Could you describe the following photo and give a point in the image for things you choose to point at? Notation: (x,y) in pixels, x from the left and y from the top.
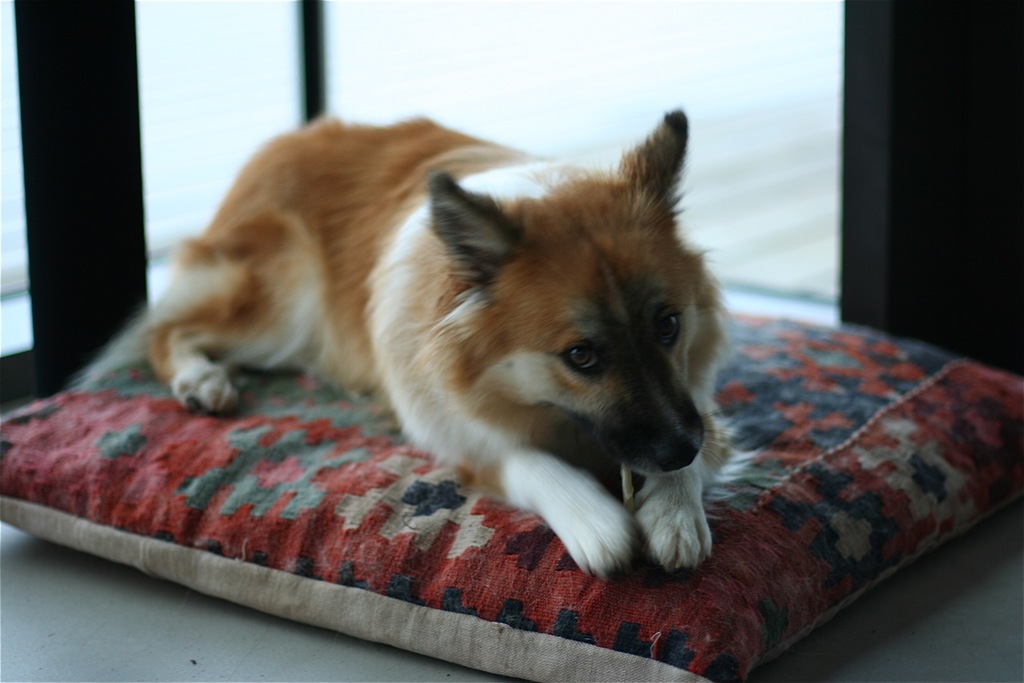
This is a dog (258,355) sitting on the cushion (808,439). In the background (164,215), I think this is a door (827,94). This cushion (445,607) is placed on the floor (965,652).
